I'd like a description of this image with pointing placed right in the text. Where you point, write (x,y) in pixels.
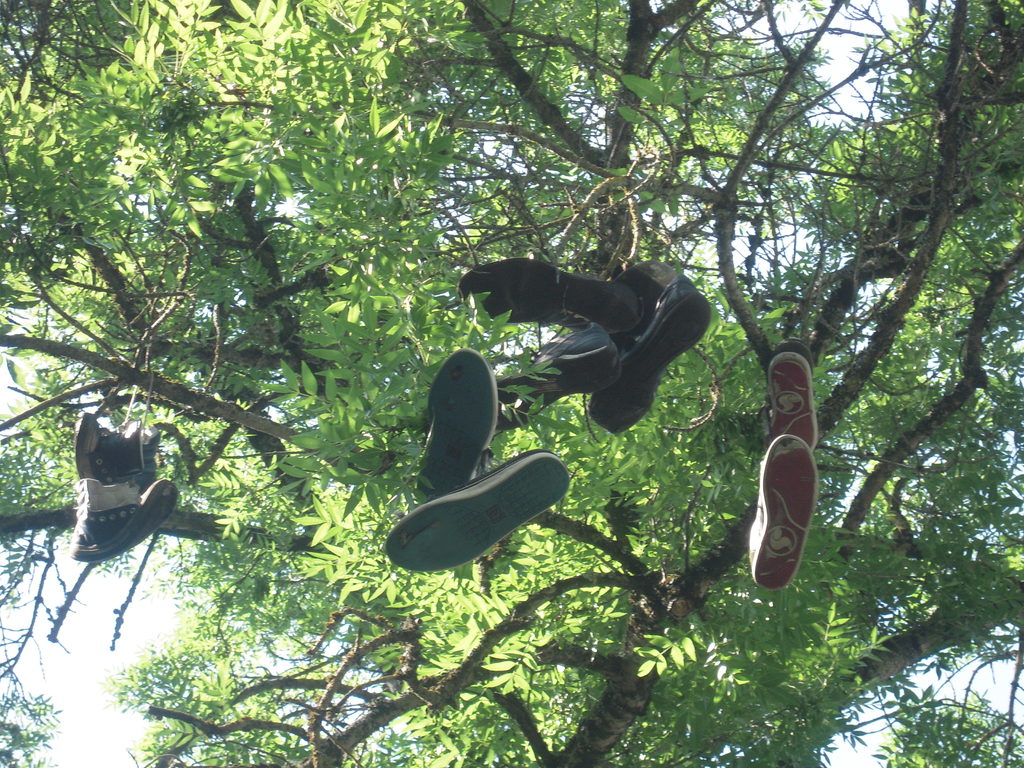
This image consists of shoes (492,368) which are tied to the tree (541,243) and hanged. In the background (626,624), there is a tree (937,319). It looks like a neem tree (340,562).
